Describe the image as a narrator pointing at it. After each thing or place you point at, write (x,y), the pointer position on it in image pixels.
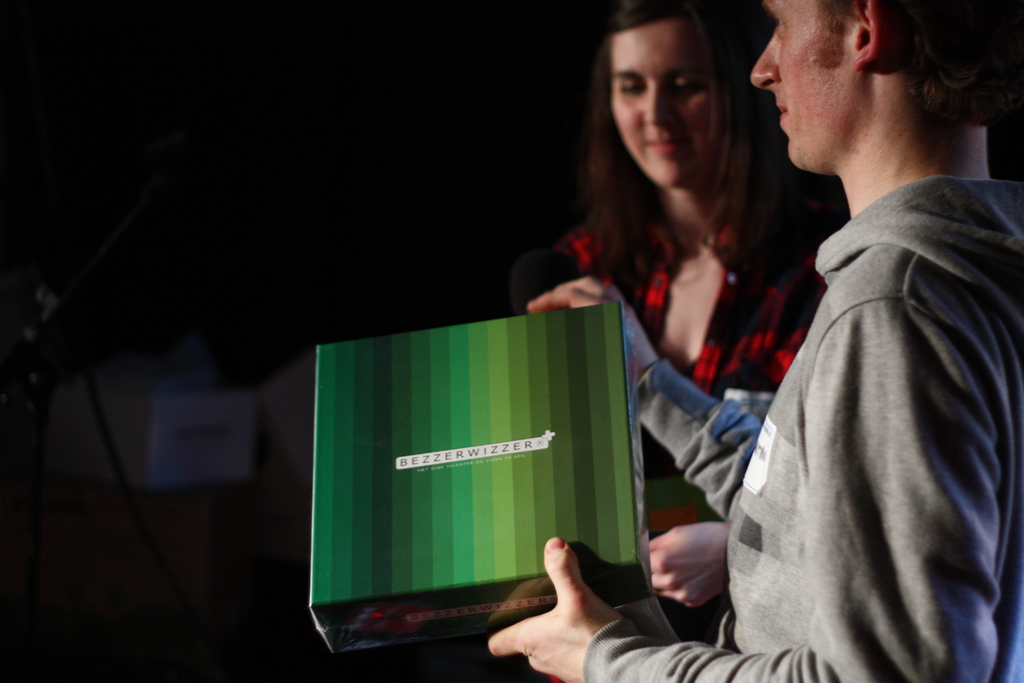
In this image in the front (438,497) there is a person (853,499) standing and holding a box (501,480) which is green in colour with some text (435,453) written on it and in the background (657,213) there is a woman (674,187) standing and smiling. On the left side (33,335) there is an object (52,358) which is black in colour which is visible.
